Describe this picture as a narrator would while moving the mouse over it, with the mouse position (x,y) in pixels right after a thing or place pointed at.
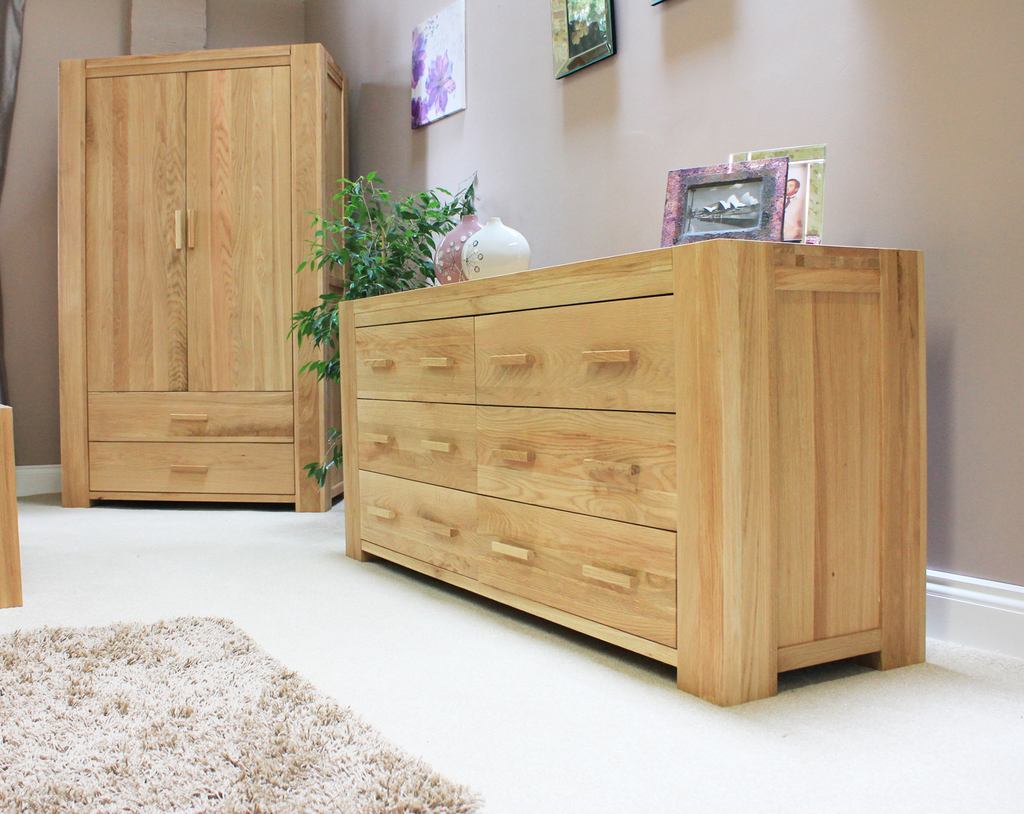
This is clicked inside a room (529,812), there are cupboards (492,414) on either side of the wall (553,253) with photographs (724,227), pots (483,233) on it and there is a plant (420,246) on the corner (375,241), there are photographs (435,36) on the wall (737,34) and there is a mat (209,636) on the floor (289,636).
